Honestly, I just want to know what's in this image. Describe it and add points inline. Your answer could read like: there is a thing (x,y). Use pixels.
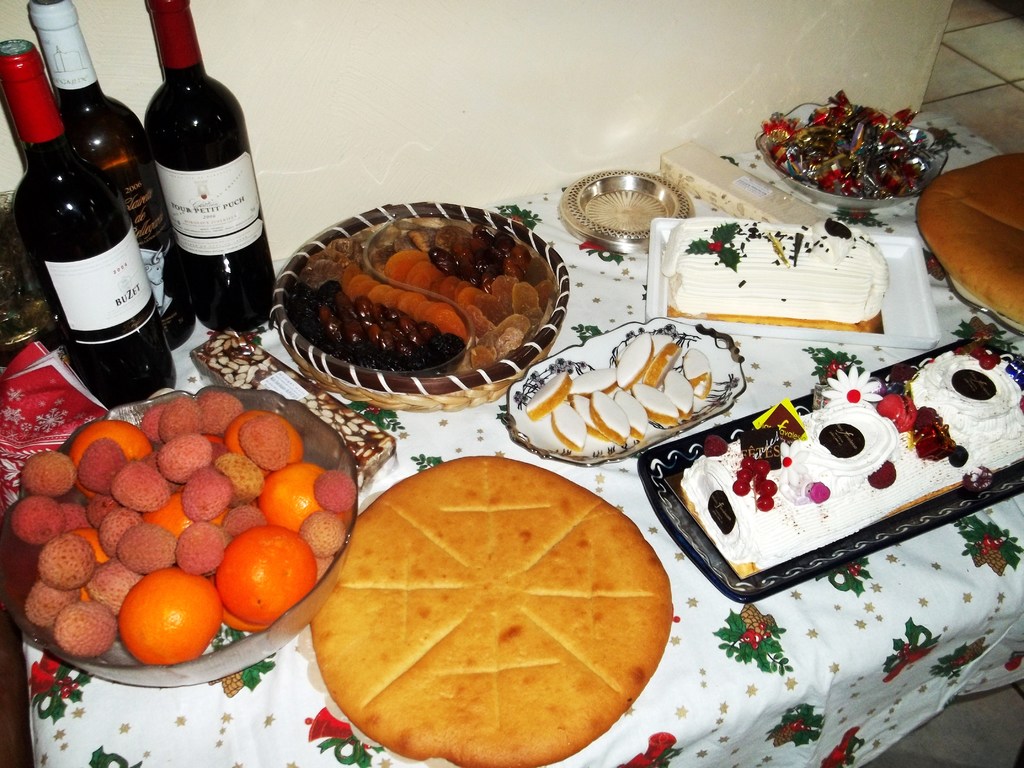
We can see bottles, bowl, trays (667,470), basket,,food (416,303), cakes (723,455), fruits (339,300) and objects (850,135) on the table (289,718). We can see wall (798,50) and floor (982,69).
